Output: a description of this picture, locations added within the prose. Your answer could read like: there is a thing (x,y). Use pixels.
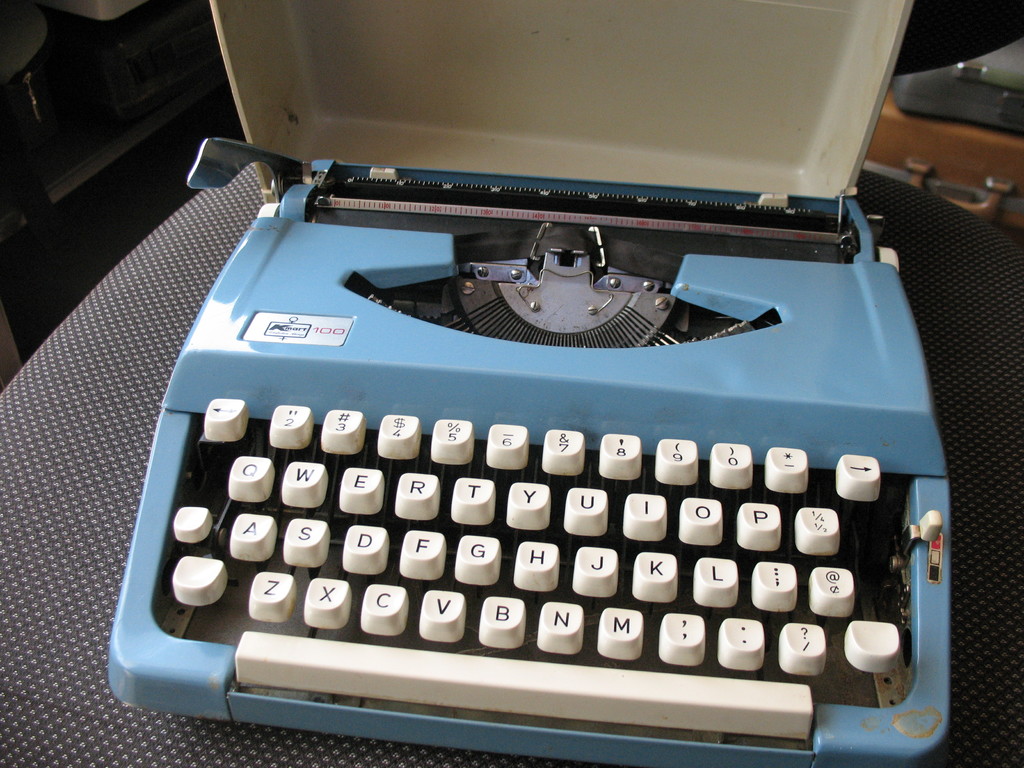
In this image I can see the type-machine (657,334) on the black color object (62,410). I can see few objects (943,33) around.
